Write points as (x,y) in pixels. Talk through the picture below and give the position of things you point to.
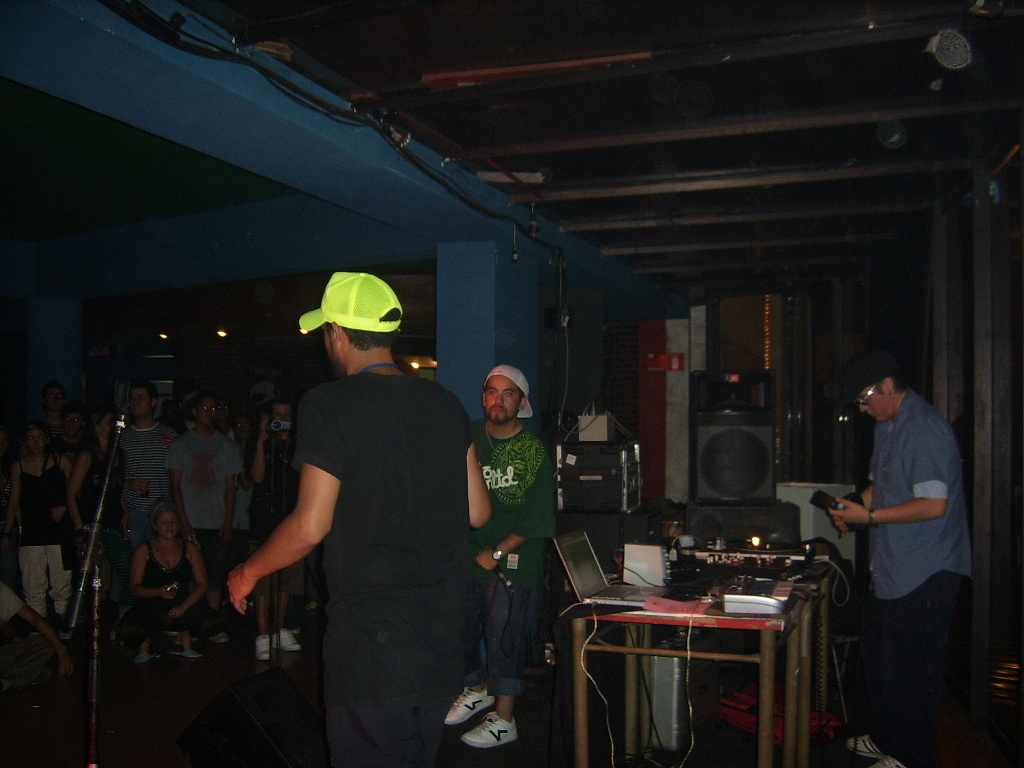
A man (380,456) wearing yellow cap (349,312) is speaking to a group of people (148,462) in front of him.
